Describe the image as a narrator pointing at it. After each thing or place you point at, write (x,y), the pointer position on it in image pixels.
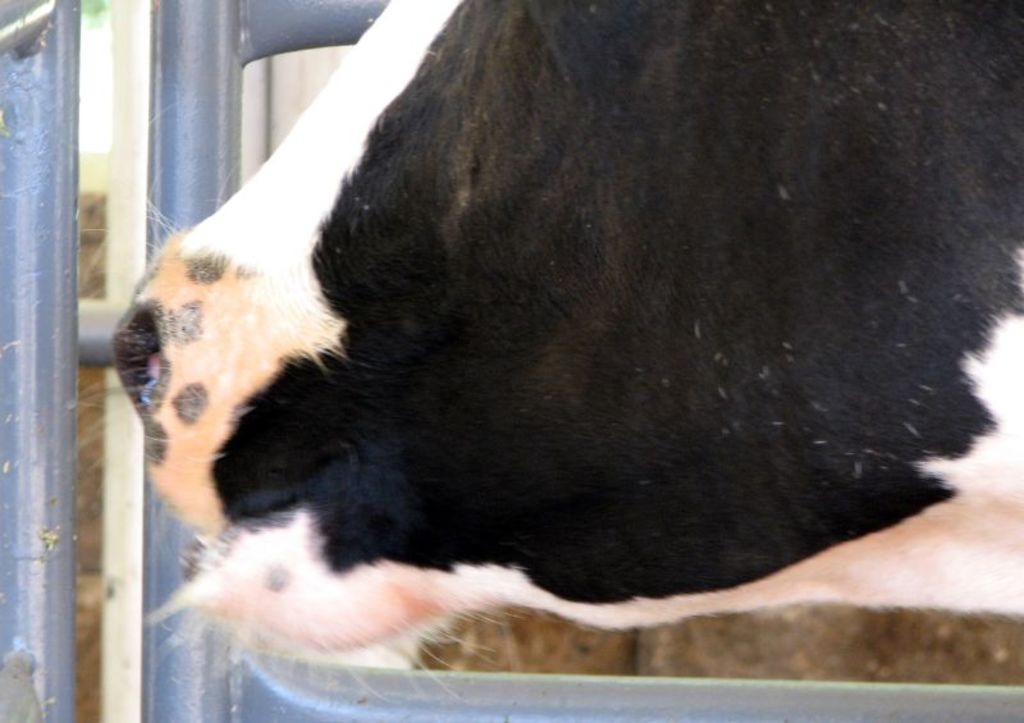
In this image I can see an animal (473,331) which is in black, white and brown color. It is to the side of the railing (41,295). In the back (79,509) I can see the brown color wall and the white color sky (89,83).
